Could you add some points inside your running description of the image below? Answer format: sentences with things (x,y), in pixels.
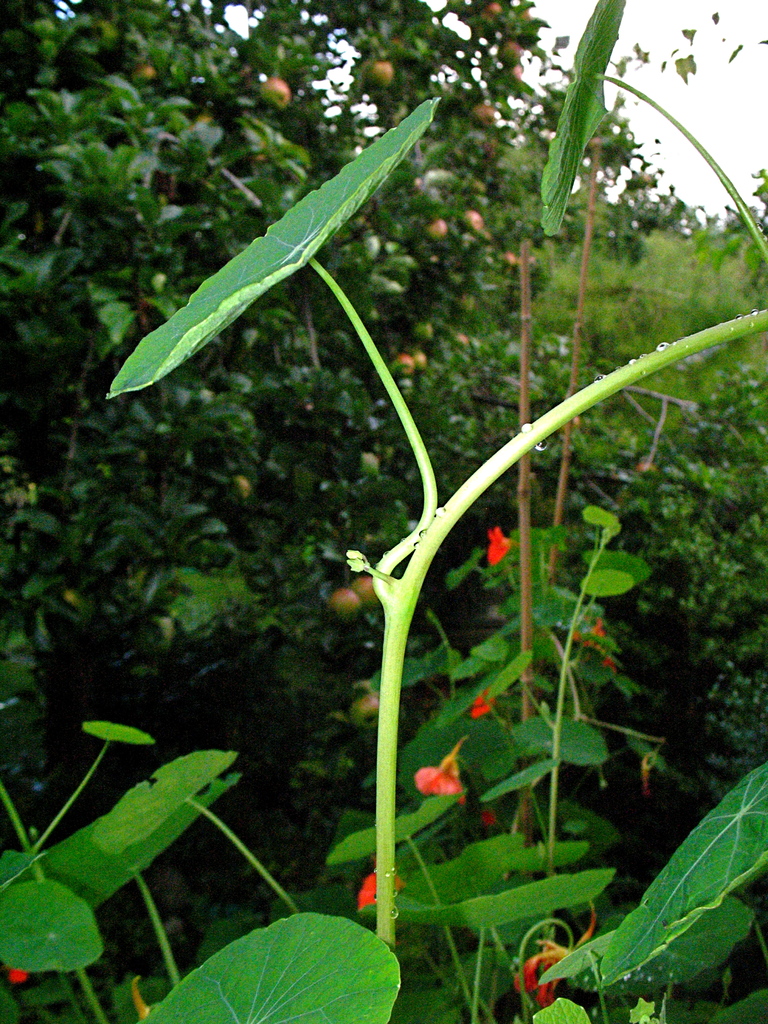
In this picture we can see trees (163,454), fruits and we can see sky (682,192) in the background (690,198).
